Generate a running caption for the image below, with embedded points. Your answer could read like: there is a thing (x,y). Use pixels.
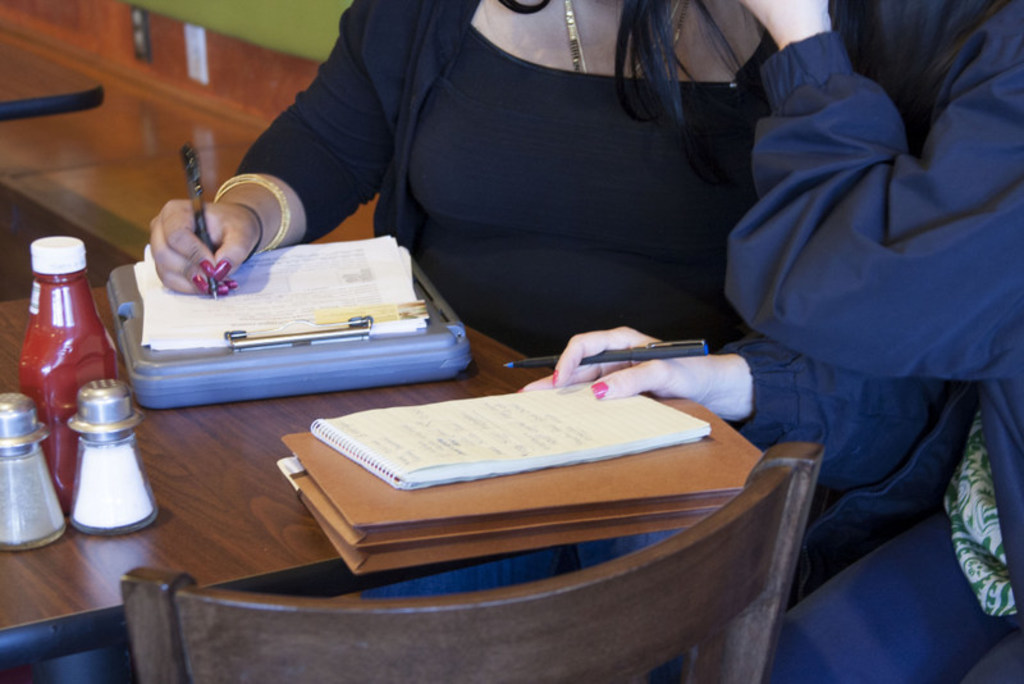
In this image there are two women (573,346) sitting beside a table (160,425). Both the women (507,271) are holding pens (194,169). A woman (435,244) in the black dress (462,34), she is writing on the paper (170,294). On the table (161,444) there are three bottles (119,407), files (327,508) and a pad (376,464). In the bottom (599,566) there is a chair (649,565).
